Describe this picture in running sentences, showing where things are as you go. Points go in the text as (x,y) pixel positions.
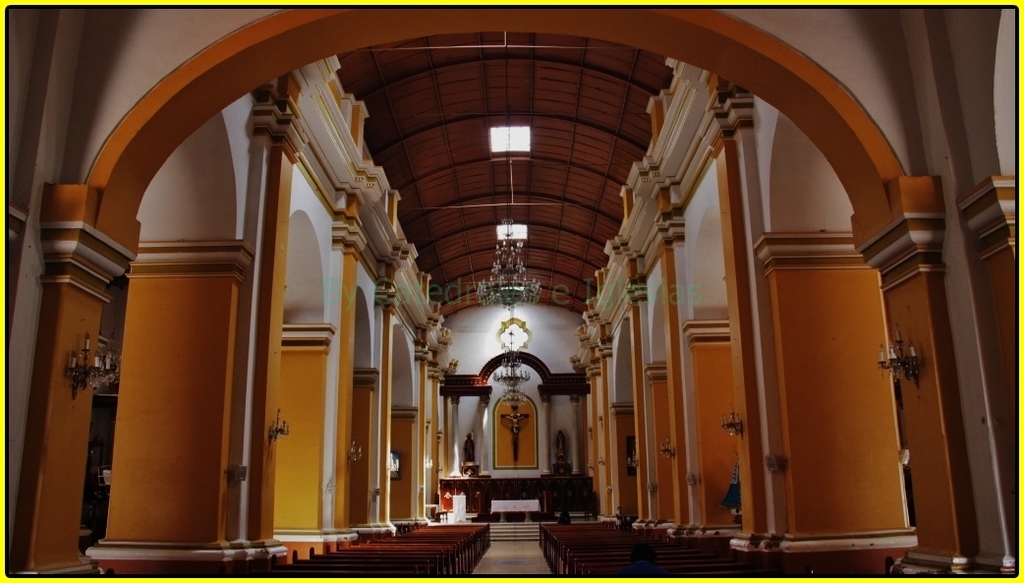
It is the picture of a church (551,221), inside the church (455,540) most of the benches (460,541) are empty and in the front (507,456) there is a Jesus sculpture (513,421) and around the hall (599,257) there are plenty of pillars (933,377) and many lights (731,413) are attached to those pillars (761,397).
